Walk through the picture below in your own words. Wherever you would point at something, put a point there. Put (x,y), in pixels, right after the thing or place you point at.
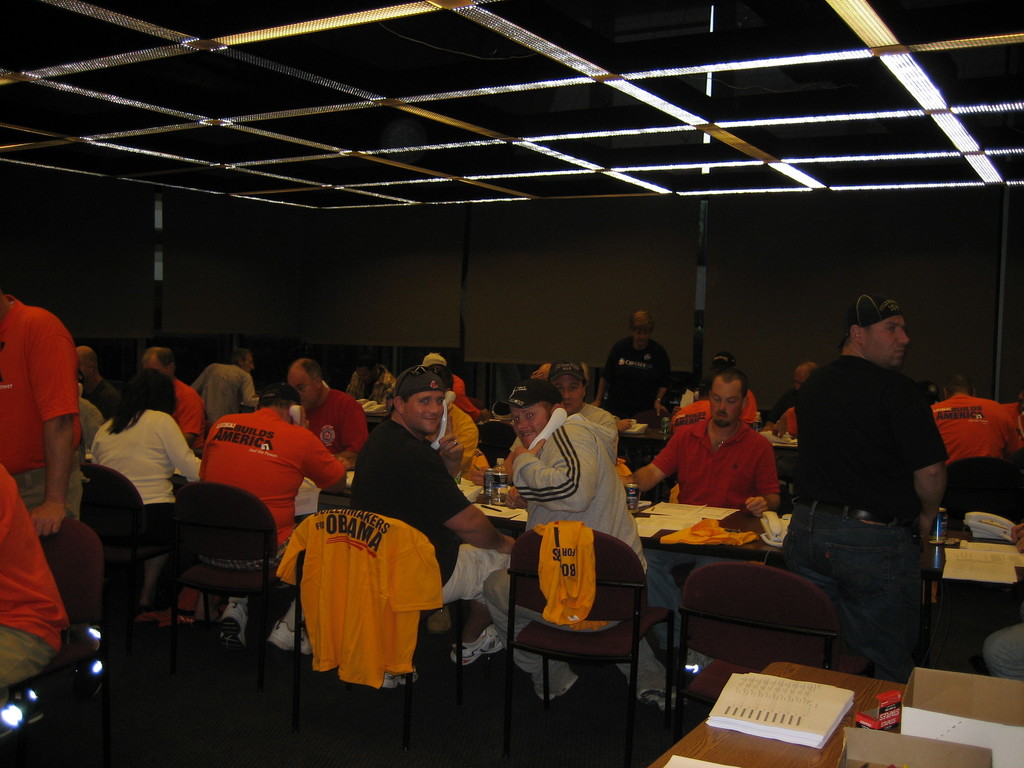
In the image we can see there are lot of people (603,477) who are sitting on chair (515,553) and few people (654,366) are standing and people (269,455) are wearing dress code (269,455) and there are t shirts (266,500) which are in orange and yellow colour and on table (760,754) there is a book (810,720).
